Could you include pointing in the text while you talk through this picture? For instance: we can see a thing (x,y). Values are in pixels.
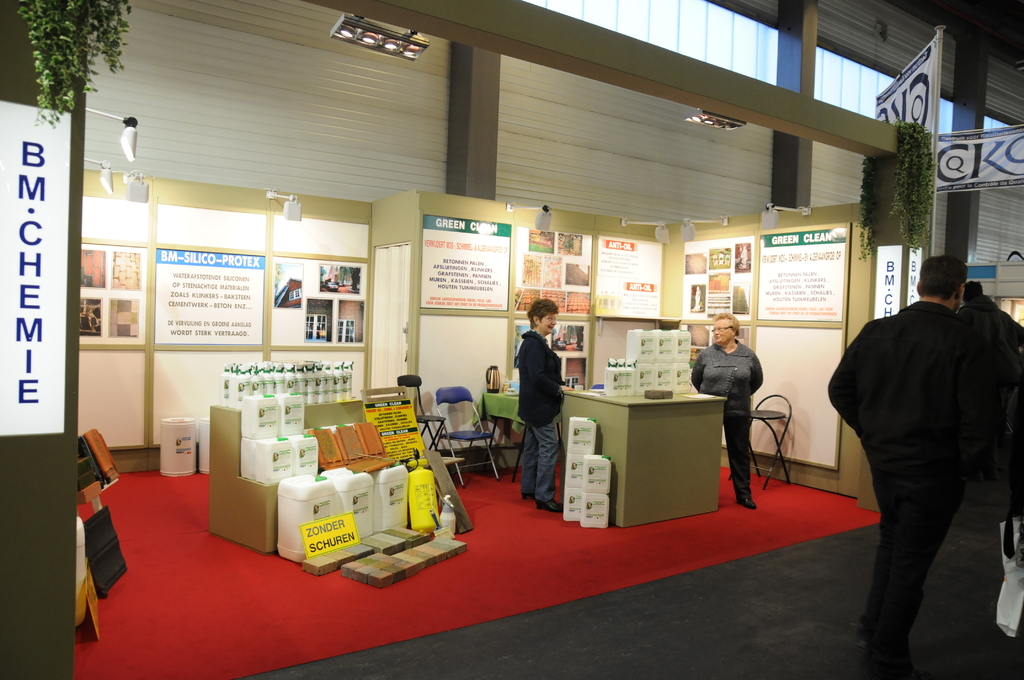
In this image I can see some people (747,421). I can see some objects (331,528) on the floor (289,586). At the top (390,44) I can see the lights (390,44).
